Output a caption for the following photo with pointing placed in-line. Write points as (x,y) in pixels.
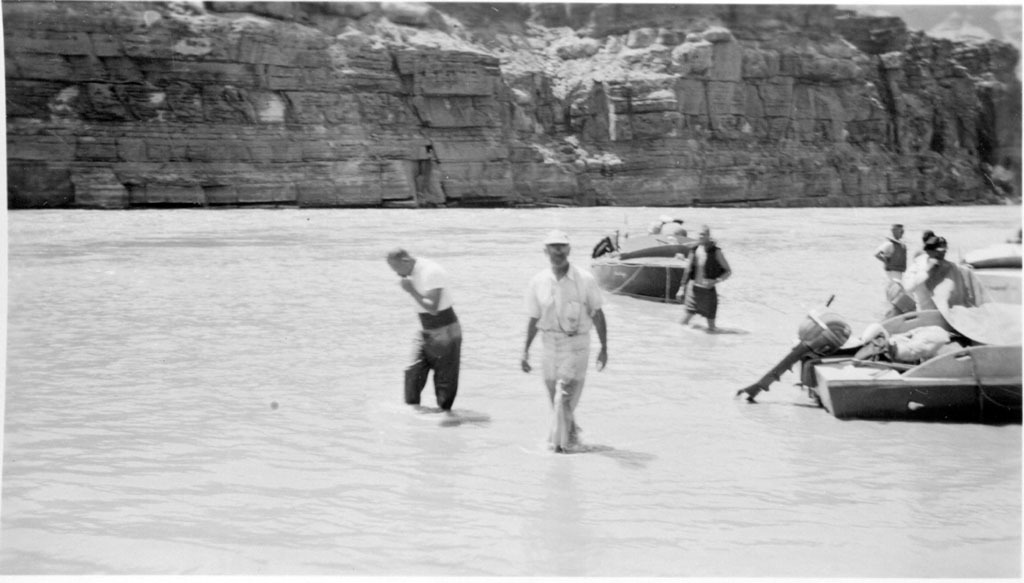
At the bottom of the picture (431,463), we see water (447,439) and this water (452,430) might be in the river (288,272). We see the people (560,278) are standing. Beside them, we see the boats (656,247). In the background (816,138), we see the rocks (365,124). This picture is in black and white.
